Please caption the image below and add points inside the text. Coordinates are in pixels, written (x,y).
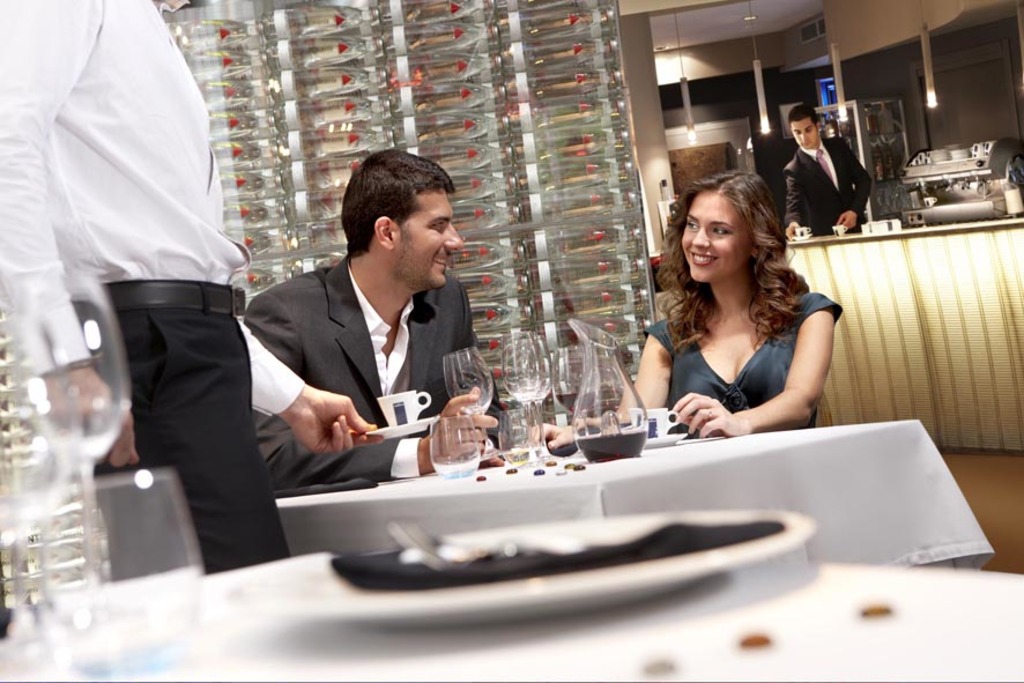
In this image I can see two people (708,218) are sitting in front of the table (683,495). On the table (559,512) there is a flask (592,375) and the glasses (511,420). To the left (74,225) there is a person (164,432) standing and holding the cup (402,417). In the background (798,133) there is another person (793,196) standing and holding the cup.
